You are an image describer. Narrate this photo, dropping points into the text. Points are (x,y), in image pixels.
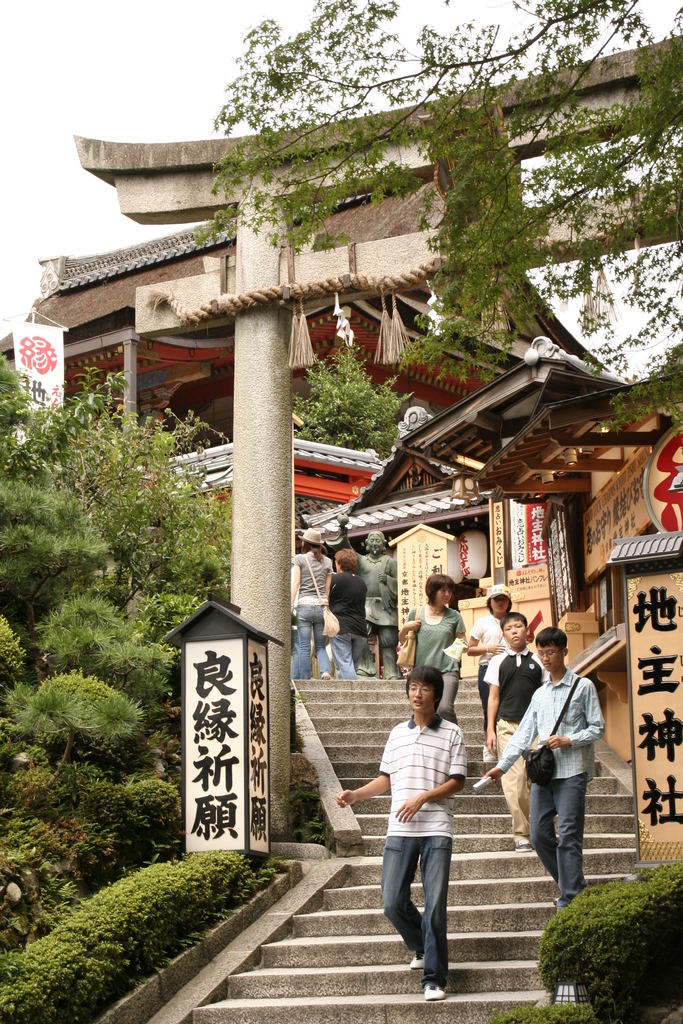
In this image I can see group of people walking on the stairs (322,951), background I can see few stalls (507,553) in cream color, trees (1,403) in green color and the sky (129,129) is in white color.
